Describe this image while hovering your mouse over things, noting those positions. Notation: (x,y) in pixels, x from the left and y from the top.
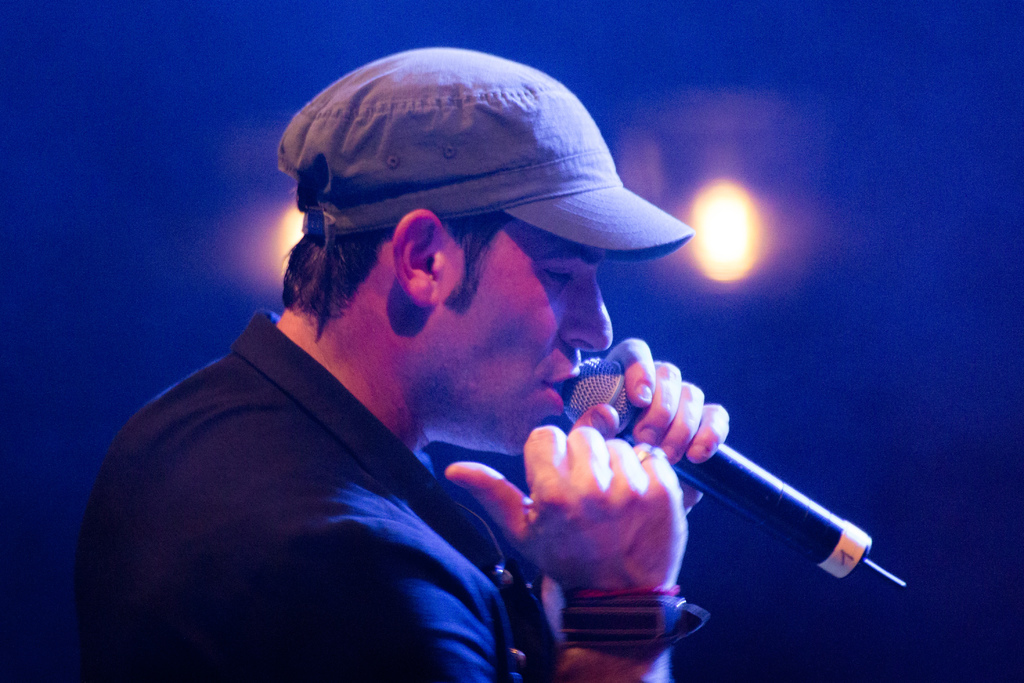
In this image we can see a person (248,567) wearing black color dress (304,543), cap (427,183) and also wearing some wristbands (633,610) holding a microphone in his hands (645,544) and in the background of the image (709,243) there are some lights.
